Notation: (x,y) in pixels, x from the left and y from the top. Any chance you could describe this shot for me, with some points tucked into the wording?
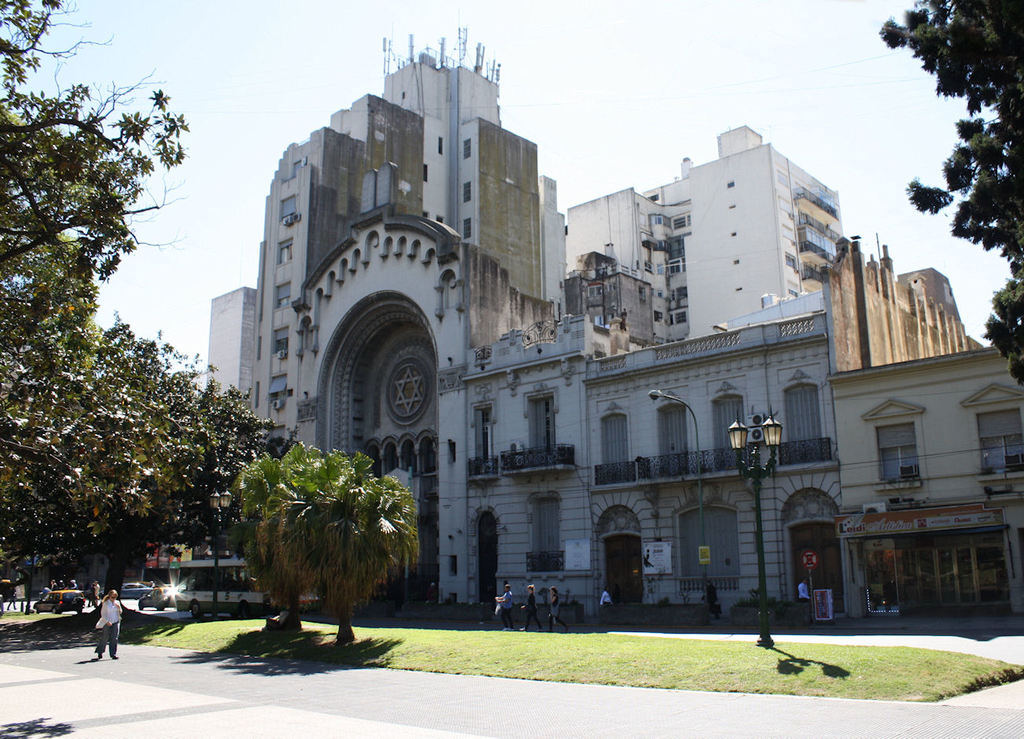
In this image, we can see buildings (325,364), trees (369,510), poles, lights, boards (841,535) and some vehicles (177,596) and people (27,603) on the road (237,707).
